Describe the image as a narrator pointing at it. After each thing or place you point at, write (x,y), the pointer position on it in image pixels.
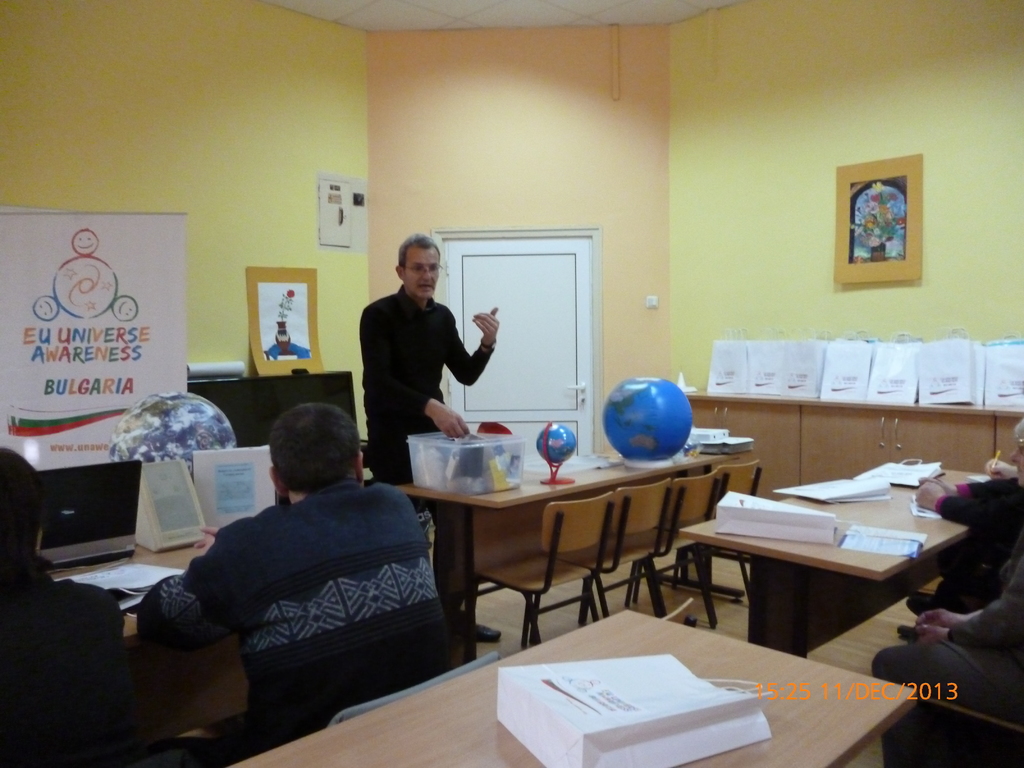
In this image i can see a man (446,328) standing there is a box (464,447) a globe (569,450), on a table (588,475) there are few chairs (581,518) at the back ground (138,303) i can see a banner (179,334), a cup board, a man (266,592) sitting on a chair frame (867,249) attached to a wall (776,190).
